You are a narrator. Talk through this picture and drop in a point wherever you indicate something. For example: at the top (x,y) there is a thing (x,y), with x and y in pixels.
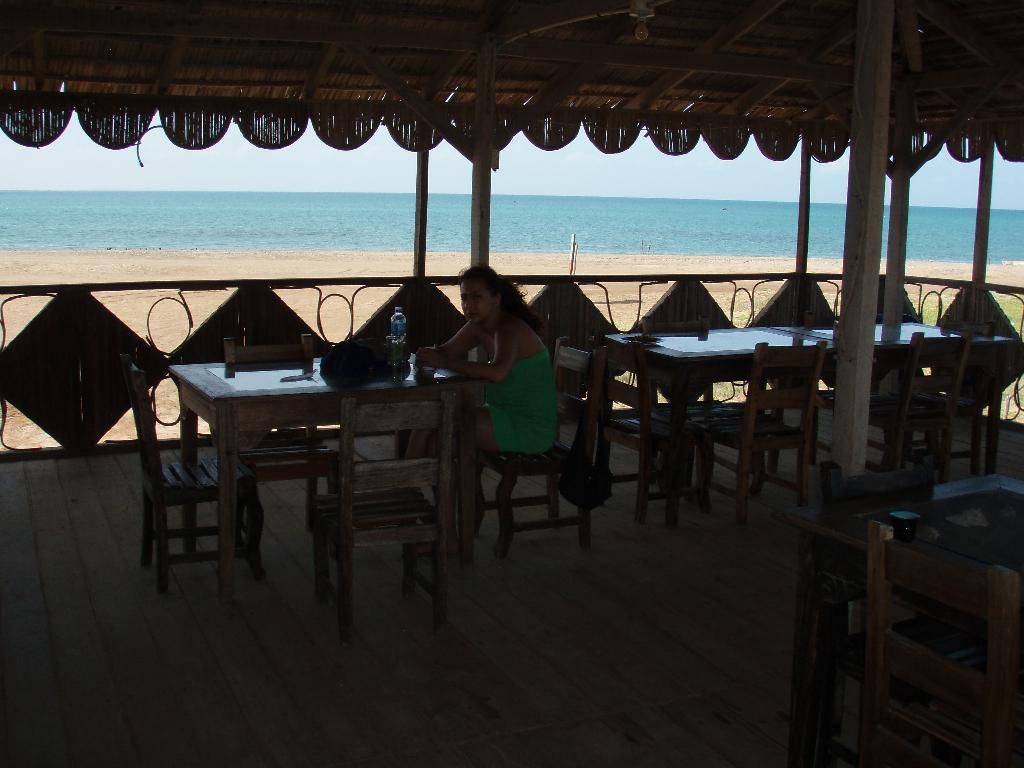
In this picture, we see a woman (530,355) is sitting on the chair (512,471). In front of her, we see a table (326,412) on which a water bottle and a bag (332,360) are placed. Behind her, we see the chairs (630,423) and the tables (708,374). At the top (137,51), we see the roof (285,29) of the shed (509,31). In the middle (532,274), we see the sand (608,271). In the background (288,220), we see a water body (565,211) and the sky (663,194).
